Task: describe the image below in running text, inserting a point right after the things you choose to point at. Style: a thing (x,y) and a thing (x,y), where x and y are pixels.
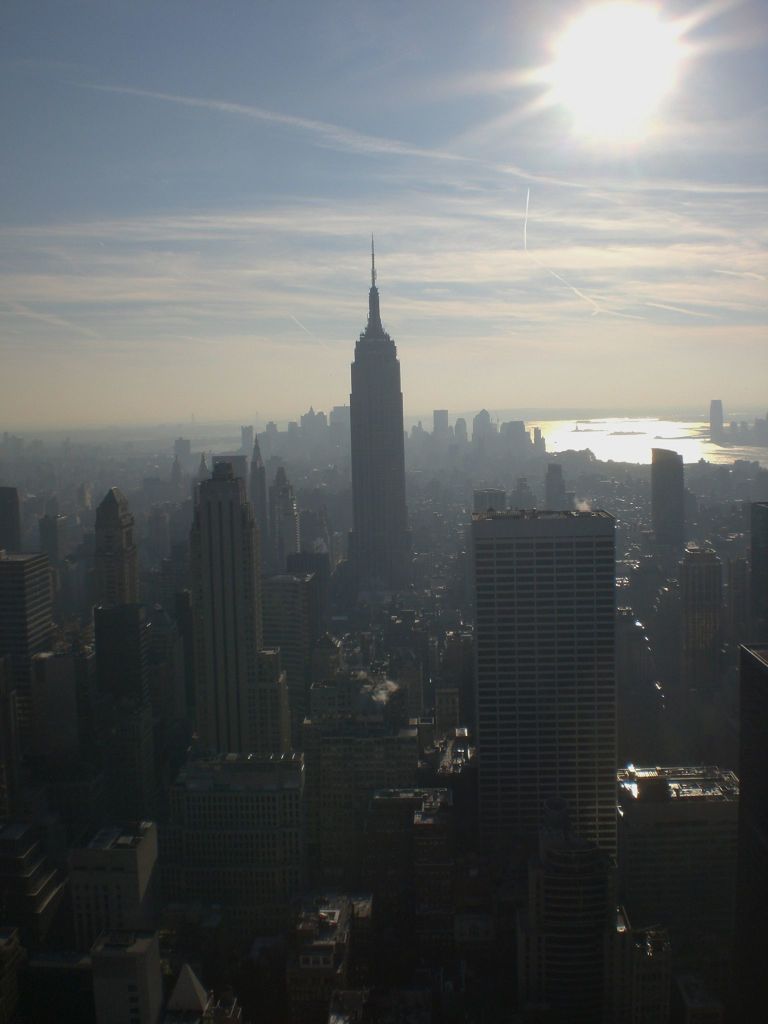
In this picture I can see the city (723,818). In the city (398,390) I can see the skyscrapers buildings (326,775) and roads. on the right (630,437) I can see the river (626,420). At the top (388,212) I can see the sky (371,115), clouds (537,174) and sun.
